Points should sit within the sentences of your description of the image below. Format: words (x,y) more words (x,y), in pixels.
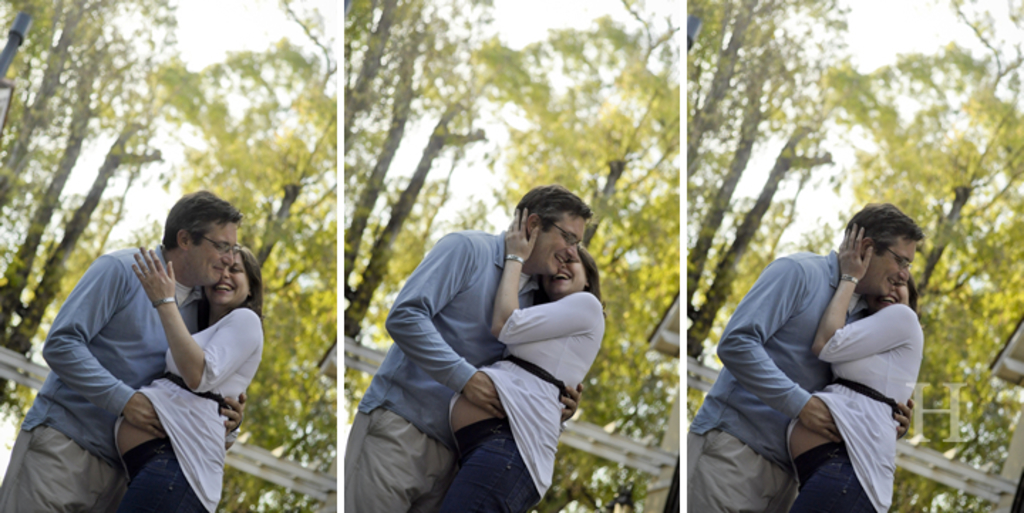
In this picture there are three collage photograph of a man (127,347) and a woman (152,384) holding each other, smiling and giving a pose into the camera. Behind there are some trees (611,172) and white color railing (635,462).
